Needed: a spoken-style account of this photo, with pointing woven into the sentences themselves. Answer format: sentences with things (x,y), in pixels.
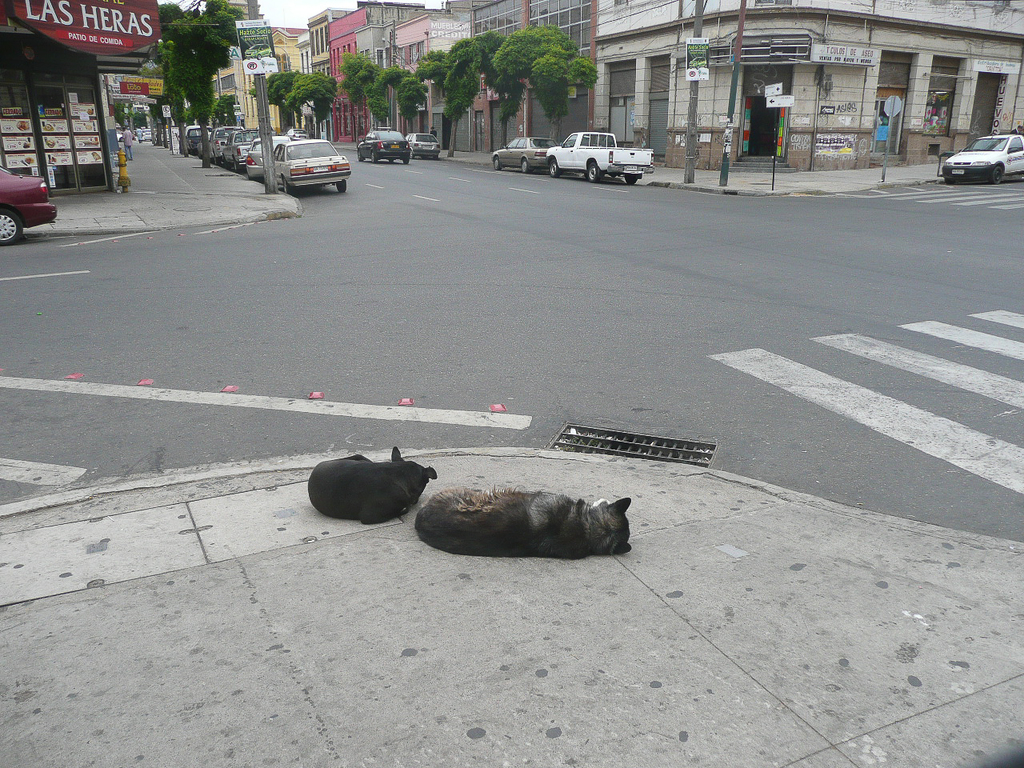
In this image we can see two dogs (373,498) lying on the road (561,205), motor vehicles (310,174) on the either sides of the road (243,230), stalls (93,93), name boards (90,50), trees (385,94), buildings (682,90), electric poles (739,40) and sky (282,6).
